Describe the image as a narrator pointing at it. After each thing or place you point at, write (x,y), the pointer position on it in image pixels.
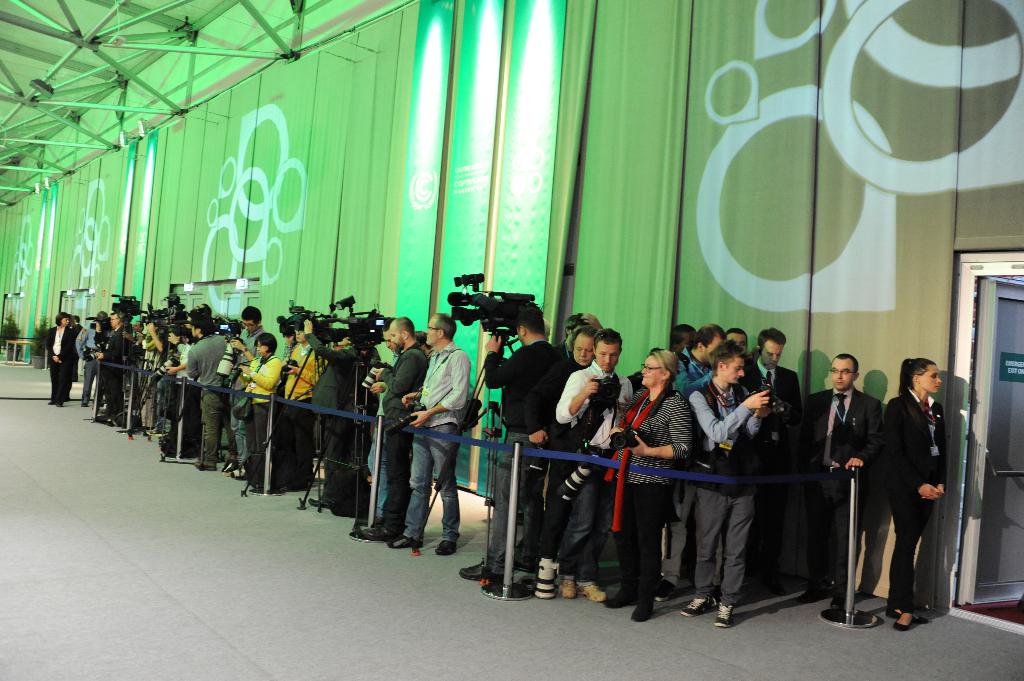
In the picture we can see a path (300,632) on it we can see a group of people (541,320) standing near the wall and some are holding cameras (468,318) around them we can see a railing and beside we can see a door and to the wall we can see a green color curtain (581,304) and light focus (542,165) on it and to the ceiling (192,75) we can see rods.
